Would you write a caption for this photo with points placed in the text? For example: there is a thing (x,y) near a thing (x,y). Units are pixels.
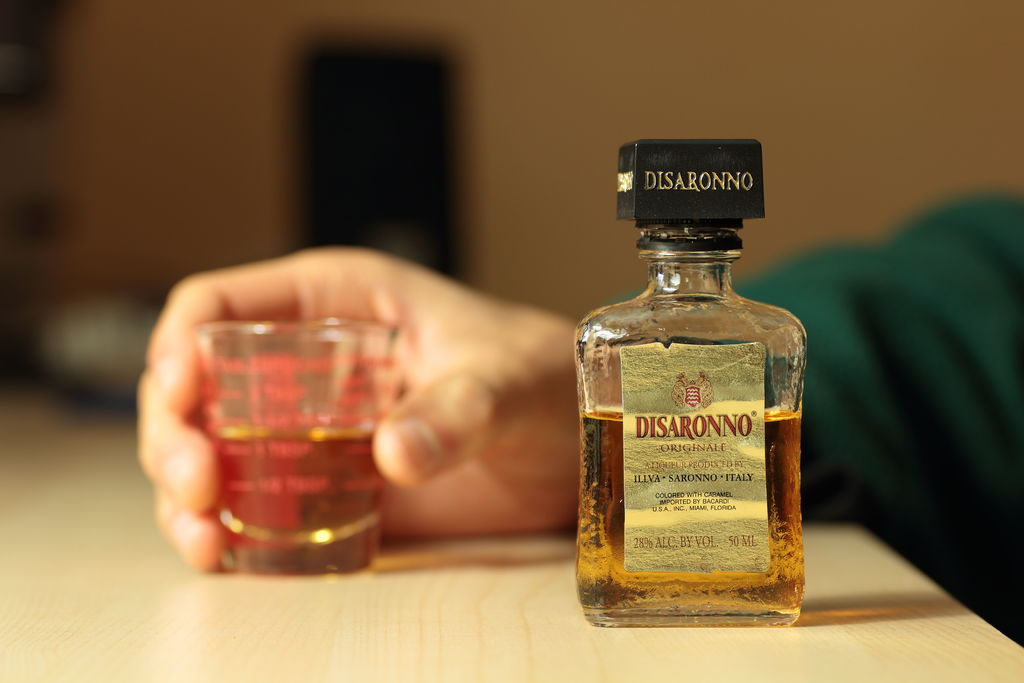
In this image there is an alcohol bottle (688,450) and a small glass (293,498). A man (396,355) is holding the glass (332,366). the bottle (680,466) and the glass (337,430) are placed on a table (670,661). The background (833,77) is blurry.
